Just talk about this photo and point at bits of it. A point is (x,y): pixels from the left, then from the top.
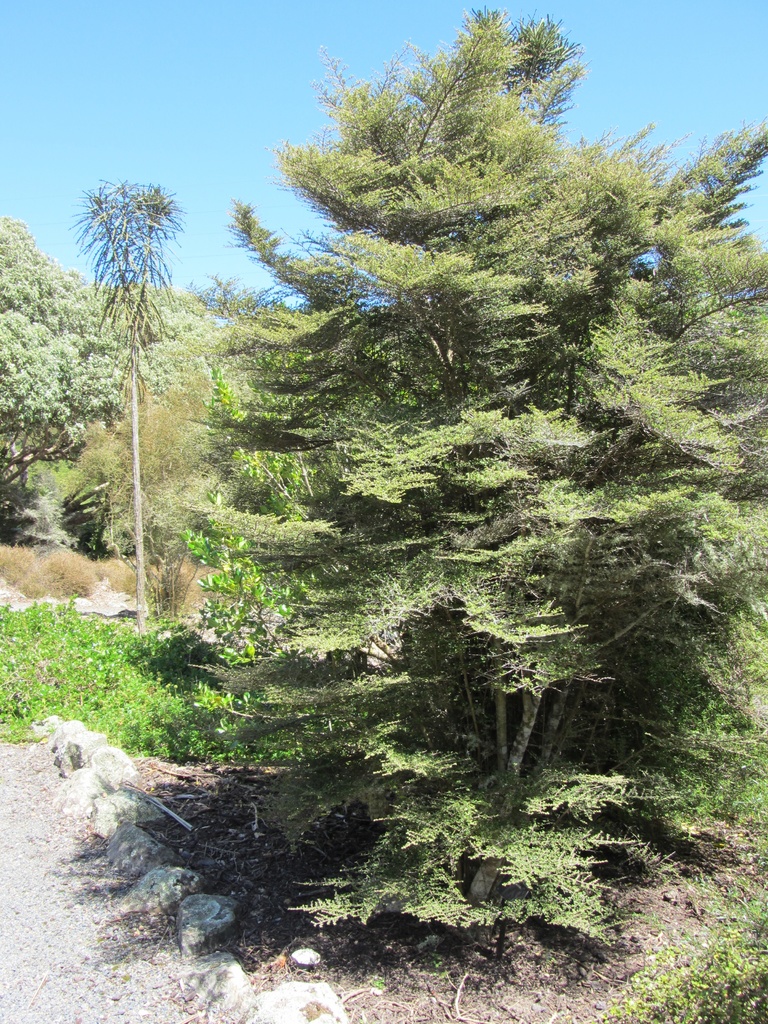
There is a lot of greenery (391,486) with grass (97,697), plants (168,459) and tall trees (116,390) and on the left side (85,990) there is a cement land (69,878).
